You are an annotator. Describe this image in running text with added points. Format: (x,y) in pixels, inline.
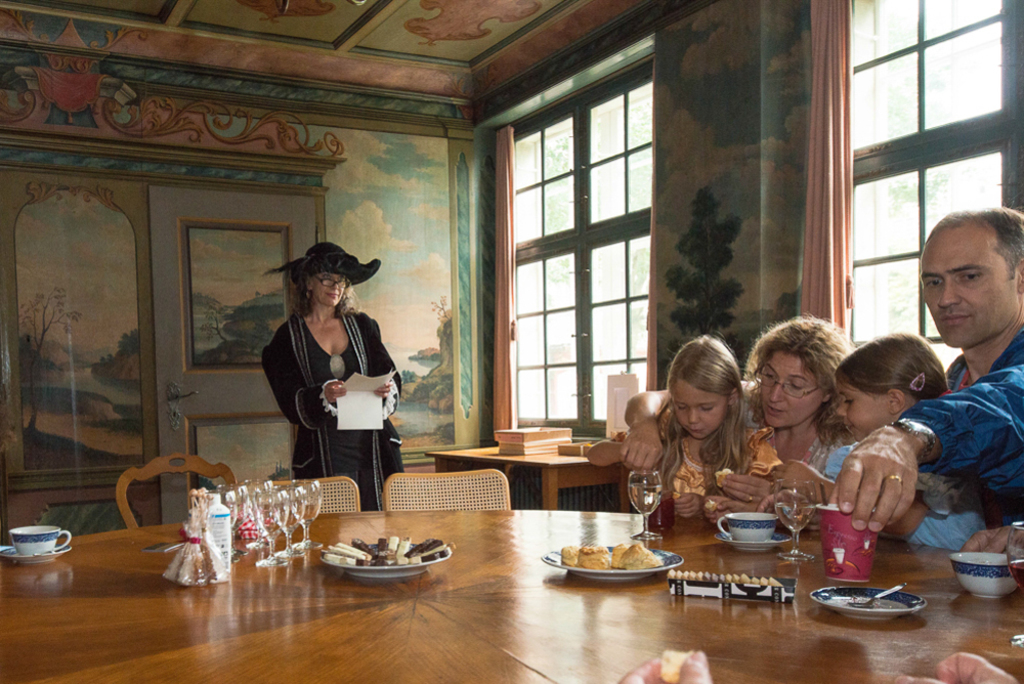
In this picture we can see woman (314,406) standing wore cap (313,272), spectacle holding paper (379,405) in her hand (387,392) and looking at this family (850,398) of one man (952,301) woman (827,388) and two girls (865,386) and in front of them on table (692,549) we have cup (760,521), saucer (851,599), glasses (799,483), plate (867,611), spoon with food items (370,554) and in background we can see wall (684,161), windows (622,181), curtains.
